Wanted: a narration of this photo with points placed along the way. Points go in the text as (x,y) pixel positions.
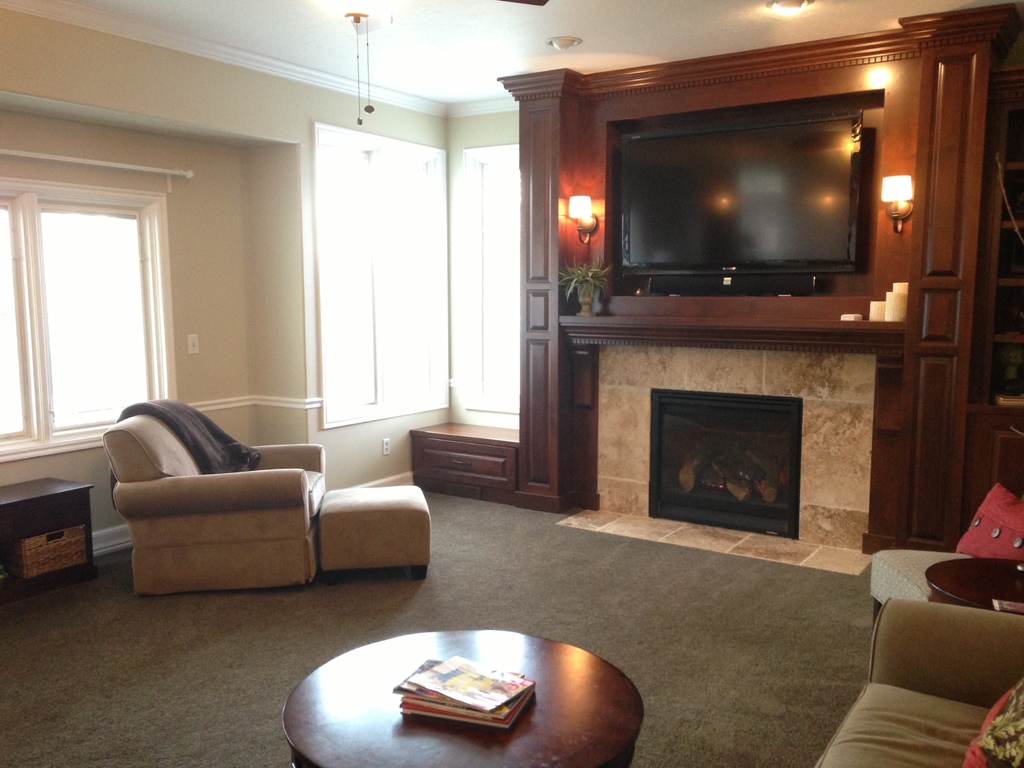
In this image I see window (12,328), sofa (1005,612), a table (475,630) and few books (506,681) on it, a TV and the lights (590,225).
